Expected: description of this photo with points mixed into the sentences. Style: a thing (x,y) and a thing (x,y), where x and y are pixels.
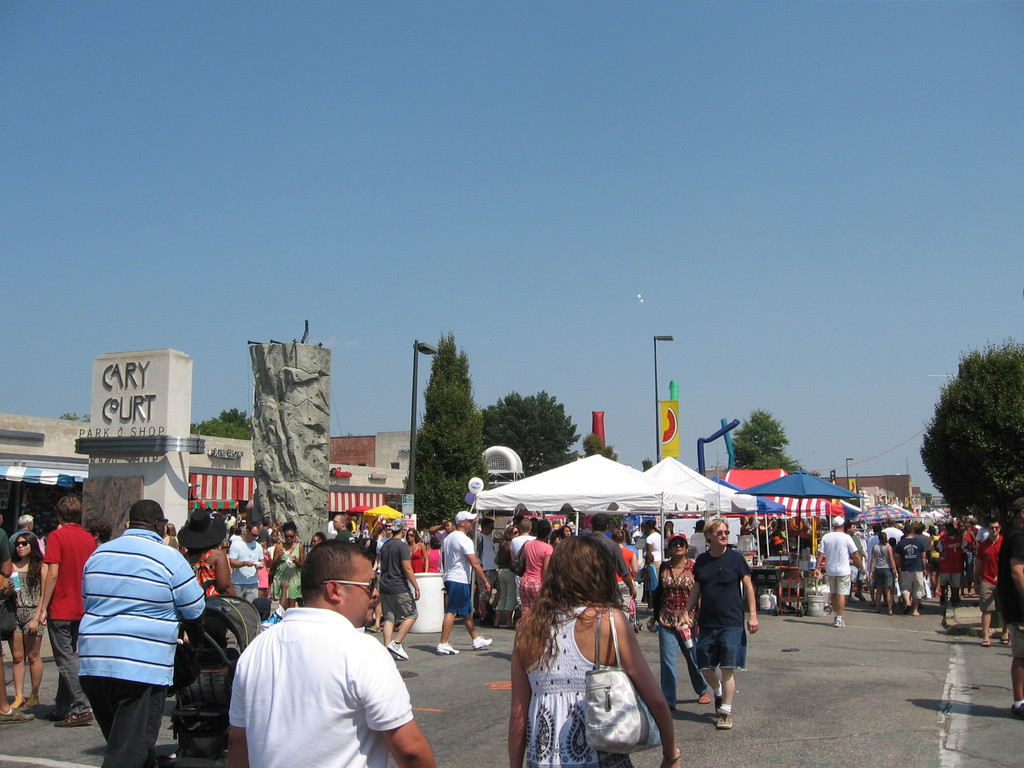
In the center of the image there are many people (297,705) walking on the road (679,724). There are stalls (726,491). There are trees (499,443). There is a light pole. At the top of the image (295,61) there is sky (347,195).
